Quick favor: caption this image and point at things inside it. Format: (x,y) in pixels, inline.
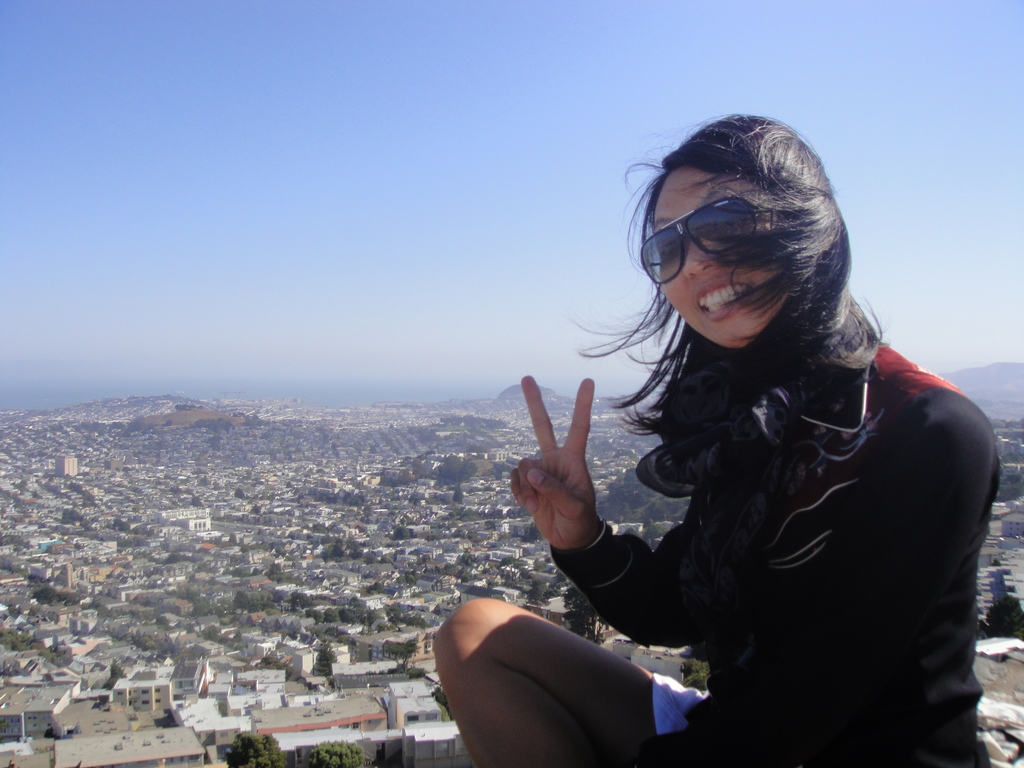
In this image on the right side (789,517), I can see a woman (790,601). In the background (333,581), I can see the buildings (312,521), trees (339,547) and the hills (458,443). At the top (331,170) I can see the sky (260,201).
